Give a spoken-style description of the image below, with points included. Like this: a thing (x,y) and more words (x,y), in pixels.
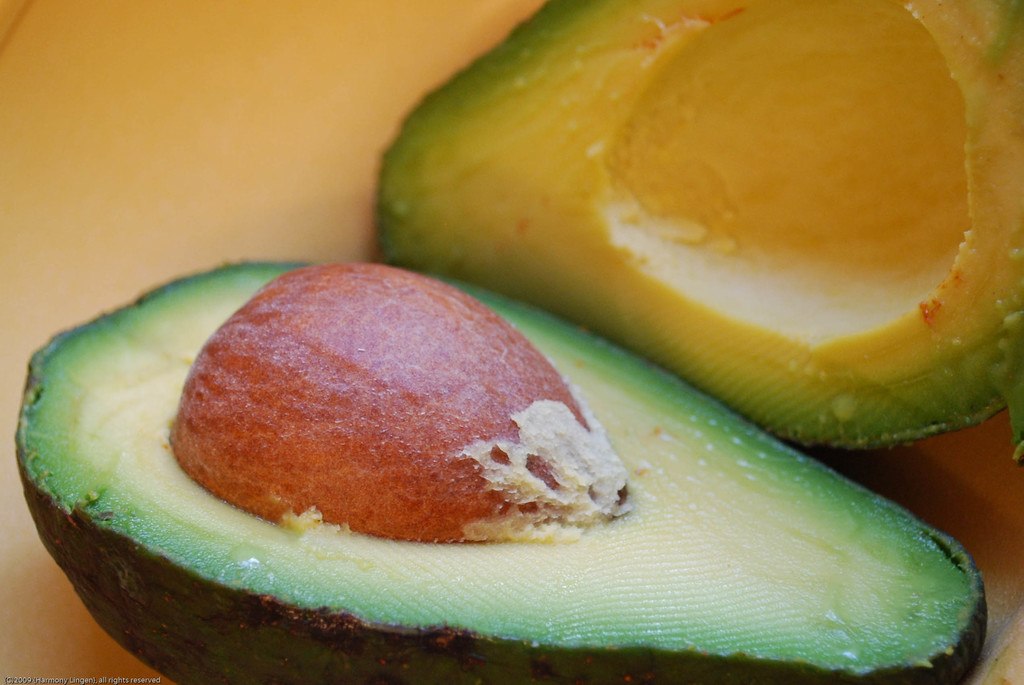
In this image, I can see avocado (698,536), which is cut into two pieces (751,386). This is the seed (411,452) in the avocado (705,462).
